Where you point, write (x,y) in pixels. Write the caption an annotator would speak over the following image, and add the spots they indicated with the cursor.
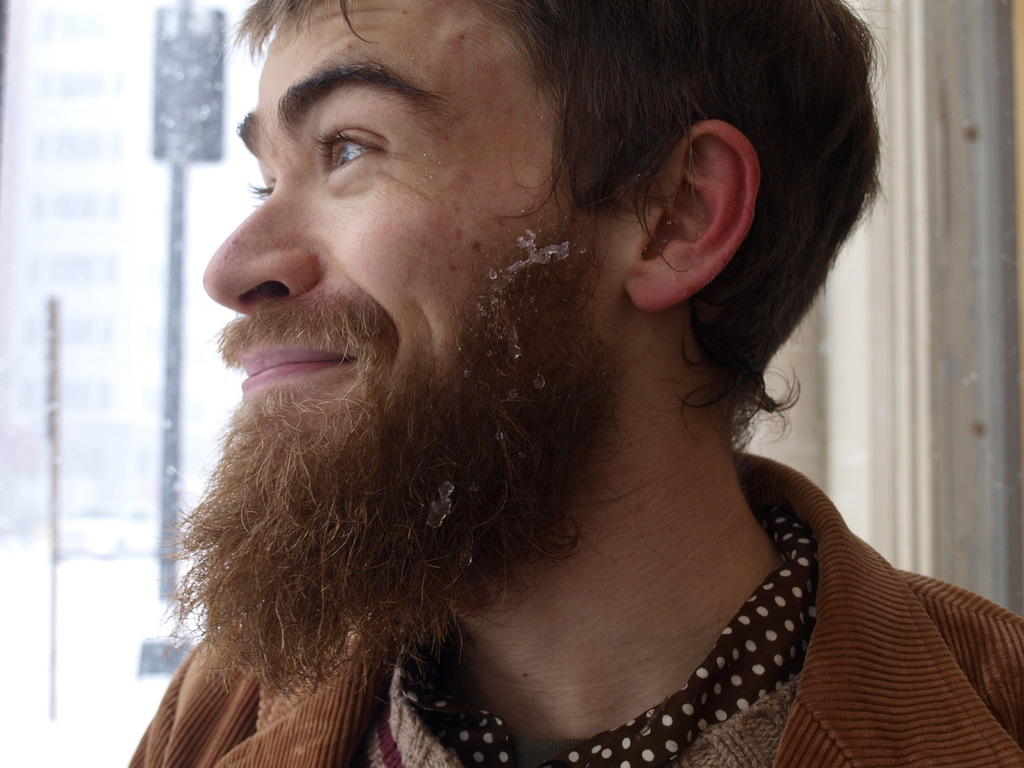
In the picture I can see a person (324,466) wearing brown color jacket (223,732) is having mustache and beard (269,535) is smiling. The background of the image is slightly blurred, where we can see the glass windows (126,448).
